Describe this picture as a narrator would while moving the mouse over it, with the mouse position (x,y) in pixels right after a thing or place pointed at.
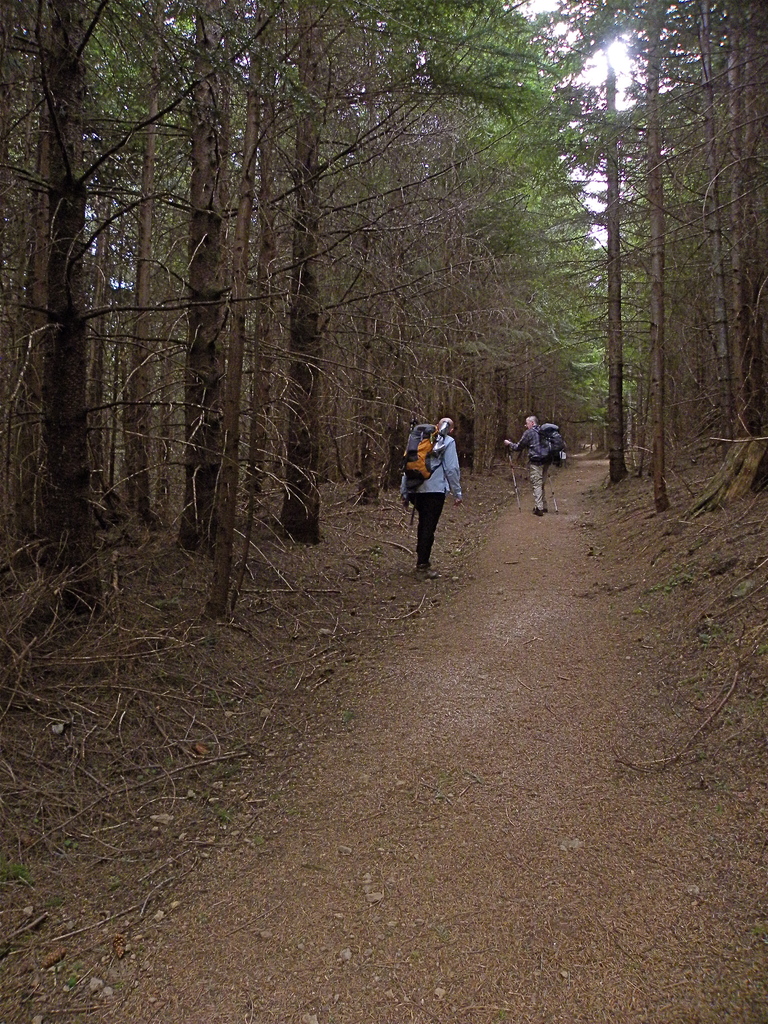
In this picture there are two persons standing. At the back (446,172) there are trees (446,172). At the top (618,66) there is sky (620,41). At the bottom (247,712) there are tree branches (202,755) and stones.
